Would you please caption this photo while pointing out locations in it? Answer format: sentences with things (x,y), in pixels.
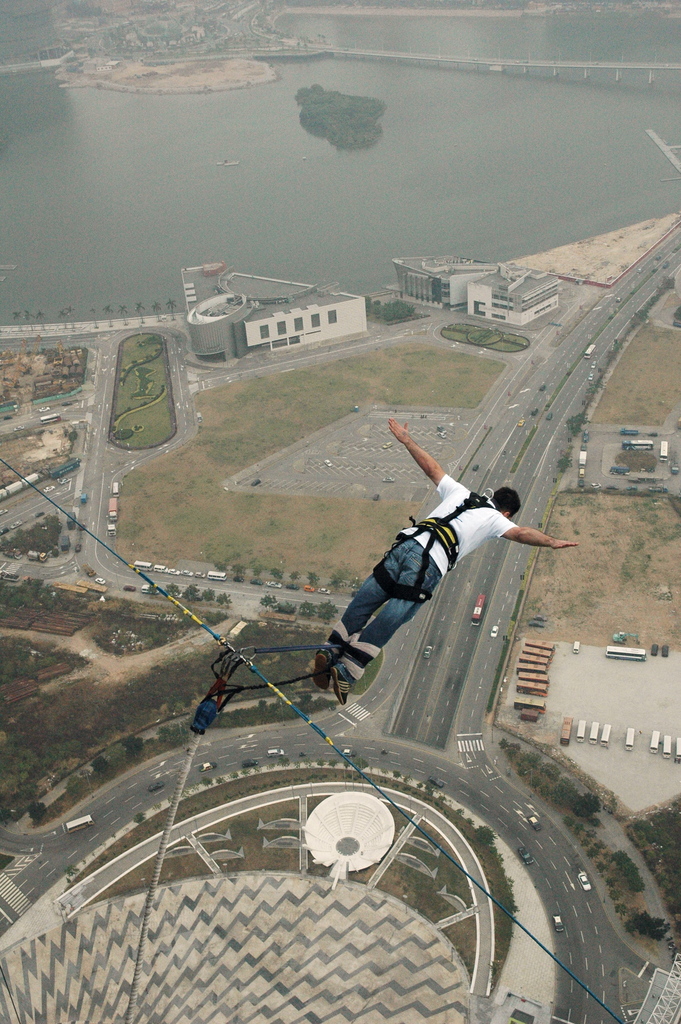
In this picture we can see a man (513,492) is jumping, and he is tied with cables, and we can see few vehicles (527,851) on the road (468,777), in the background (171,307) we can find buildings (357,312), trees (23,539) and water (424,132).
